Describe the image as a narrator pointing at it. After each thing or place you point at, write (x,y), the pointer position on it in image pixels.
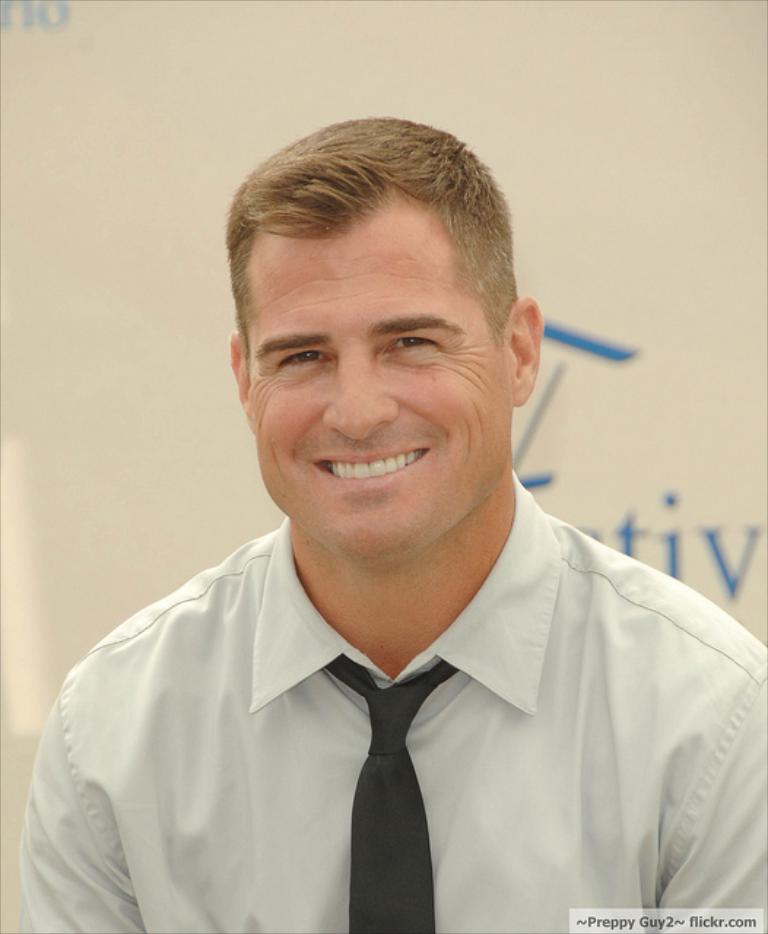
In this image in the foreground (291,287) there is one man (291,287) who is wearing white color shirt (207,860) and tie (418,707) and smiling, and in the background (583,388) there is a board (267,26). On the board (82,67) there is text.
